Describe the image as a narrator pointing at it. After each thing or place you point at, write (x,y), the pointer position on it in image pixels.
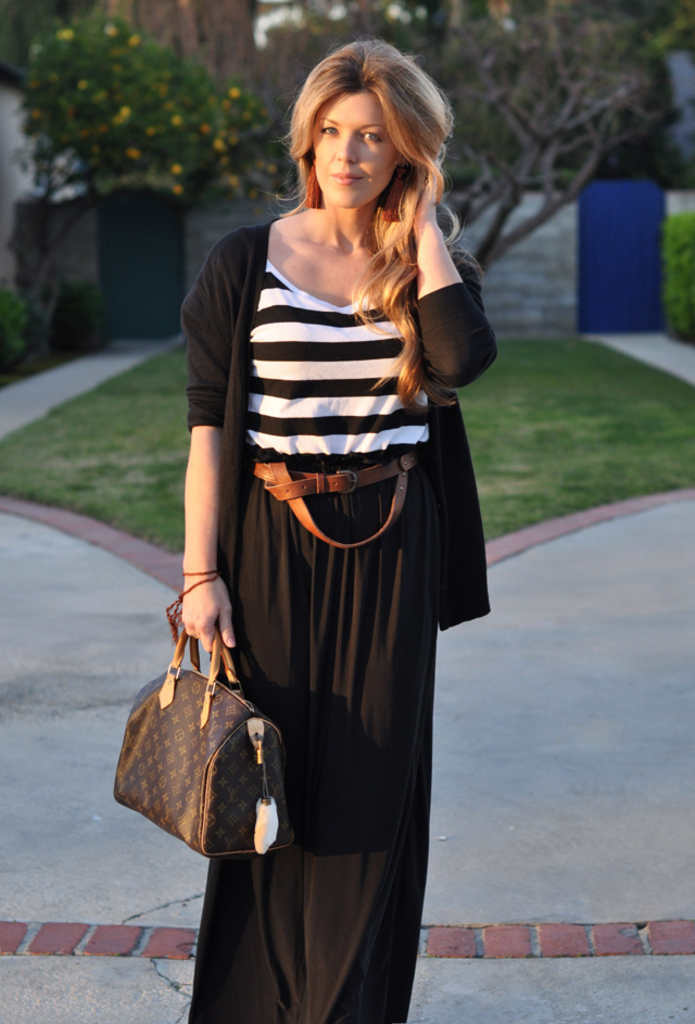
In this image there is a woman (388,705) wearing a black dress (228,957) and holding a bag (186,764) in her hands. In the background (81,444), there are trees (178,87) and plants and green grass (592,423).
